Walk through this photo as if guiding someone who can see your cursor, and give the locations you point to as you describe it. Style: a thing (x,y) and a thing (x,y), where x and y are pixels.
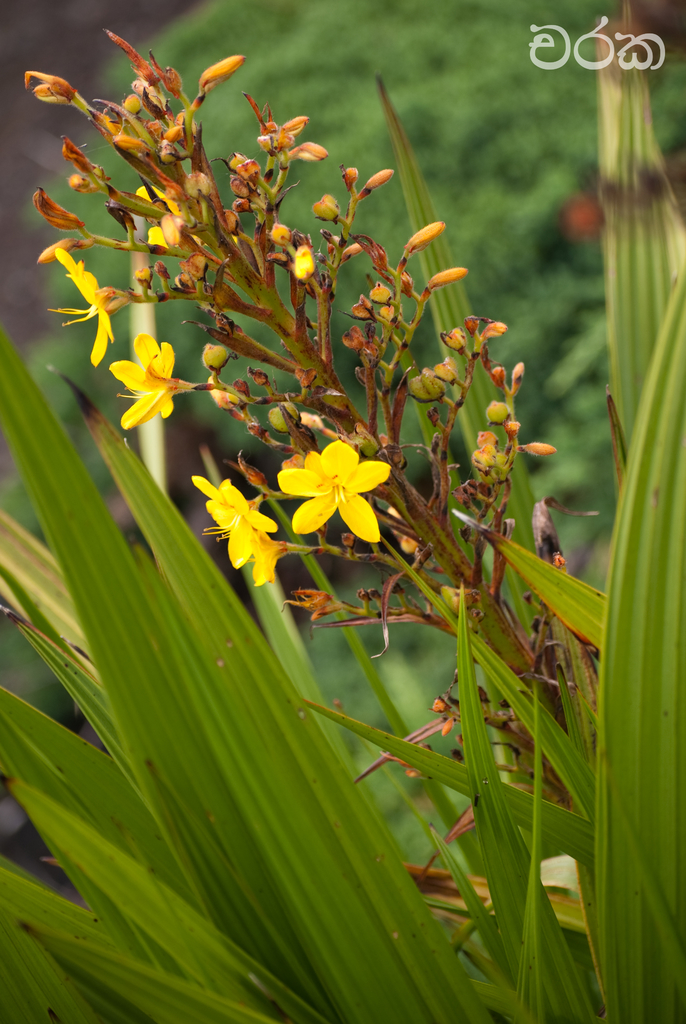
As we can see in the image there are plants (290,712), flowers (271,545) and trees (498,80).
